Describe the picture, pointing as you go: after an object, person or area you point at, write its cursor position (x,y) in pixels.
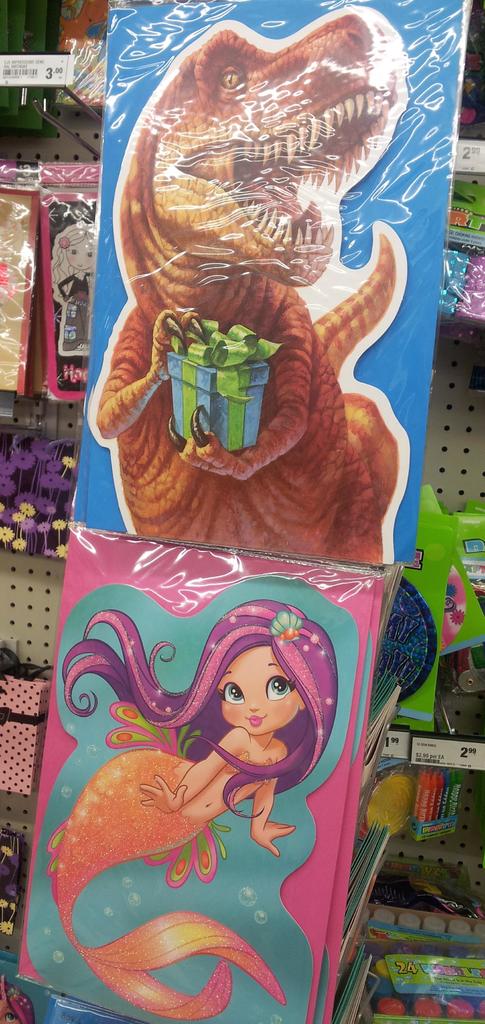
In the picture we can see two paintings (54,691) on it, we can see a dinosaur (216,513) holding a gift box (257,360) and in the second painting (175,1023) we can see cartoon mermaid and behind these paintings (157,961) we can see some things (20,546) are placed in the rack (41,577).
